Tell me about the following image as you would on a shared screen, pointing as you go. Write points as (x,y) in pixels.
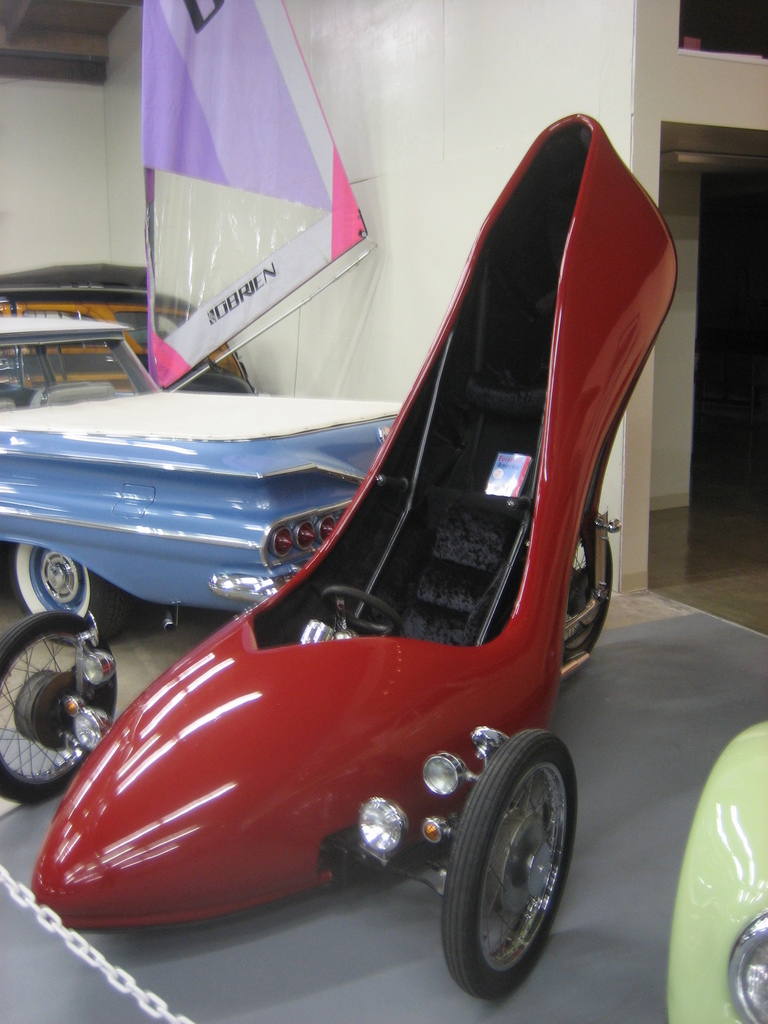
In the center of the image (482,407) there are vehicles (50,305). In the background of the image (421,271) there is wall (471,49).
